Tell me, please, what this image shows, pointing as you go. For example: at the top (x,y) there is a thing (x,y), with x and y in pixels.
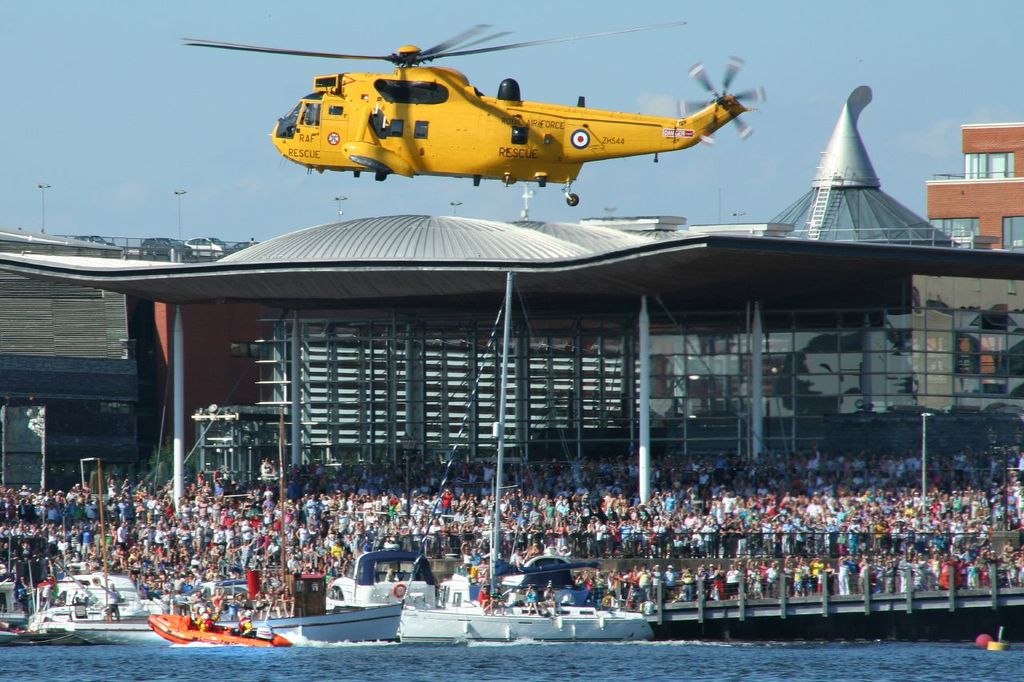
In this image I can see an aircraft (438,157) which is yellow and black in color is flying in the air (436,184). I can see the water (549,669), few boats (394,629) on the surface of the water (479,652) and number of persons (617,530) are standing on the ground (599,544). I can see few buildings (947,214), few vehicles (204,250) and the sky (214,107) in the background (669,91).
